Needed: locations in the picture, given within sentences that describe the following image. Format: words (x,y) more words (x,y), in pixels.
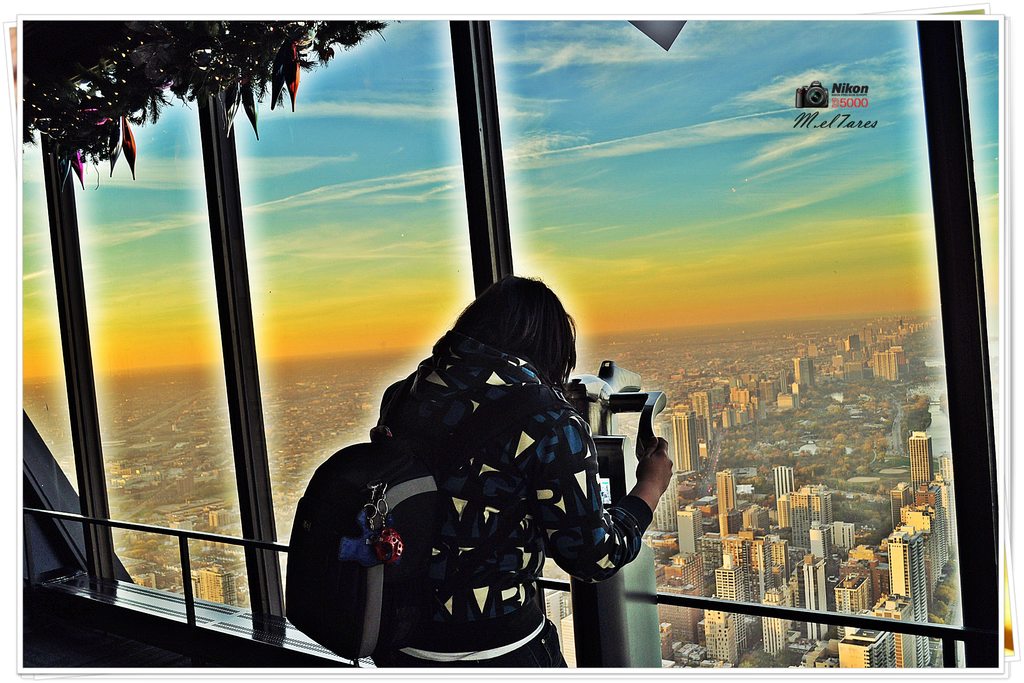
This picture seems to be an edited image. In the foreground (434,497) we can see a person (488,428) wearing backpack (373,594), standing and holding some object (632,406), we can see the metal rods (245,485) and there are some objects (129,67) hanging on the roof (182,62). In the background (420,80) we can see the sky (361,240), buildings (761,549), trees (855,448) and many other objects (362,370). In the top right corner (848,100) we can see the watermark (828,107) on the image.
